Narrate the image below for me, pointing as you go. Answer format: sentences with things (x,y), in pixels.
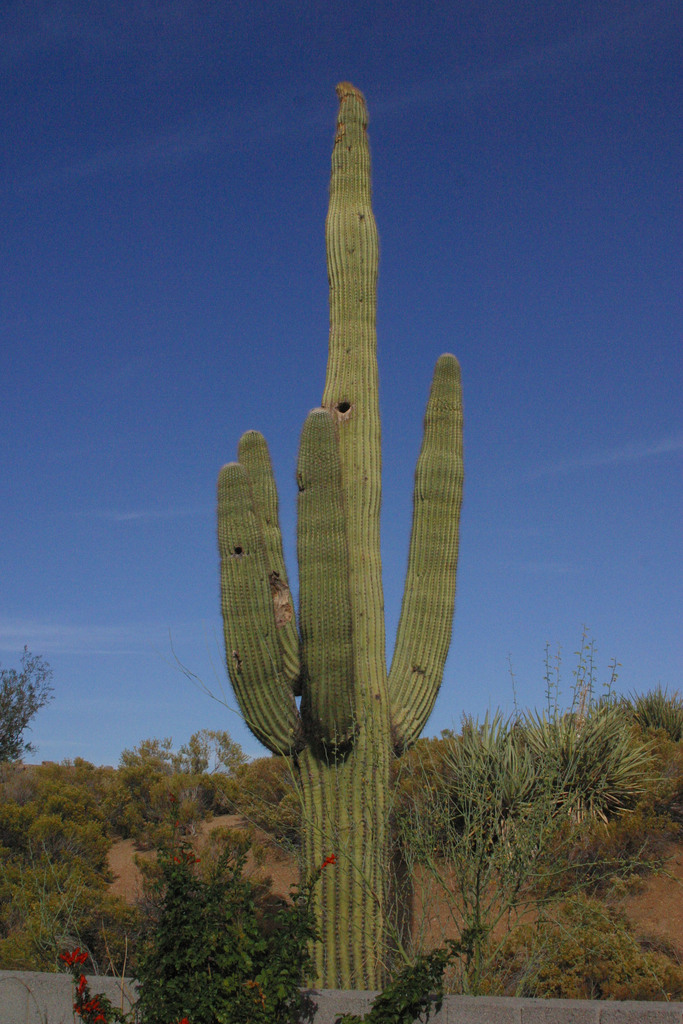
In the center of the image (356,680) we can see a cactus (356,680) and there are plants (219,878). In the background (21,715) there is a tree (24,684) and sky (114,490).
